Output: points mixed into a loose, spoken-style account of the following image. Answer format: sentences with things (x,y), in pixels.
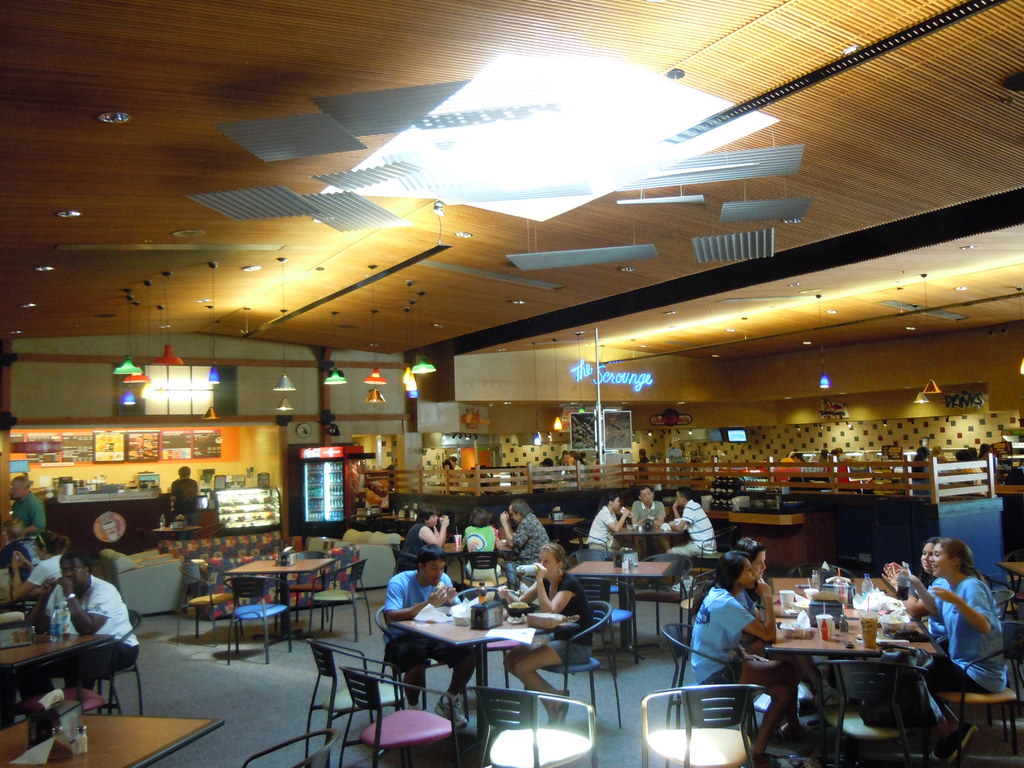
In this picture we can see so many people (586,609) sitting on chair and in front of them there are table (477,647) and on tables (805,642) we can see glass (821,619), papers (433,615) and i think this is some cafeteria (136,522) and background (120,453) we can see some frames (213,444) to the wall (246,396), light (138,379), screen (732,436), fence (708,483), fridge (331,483).
